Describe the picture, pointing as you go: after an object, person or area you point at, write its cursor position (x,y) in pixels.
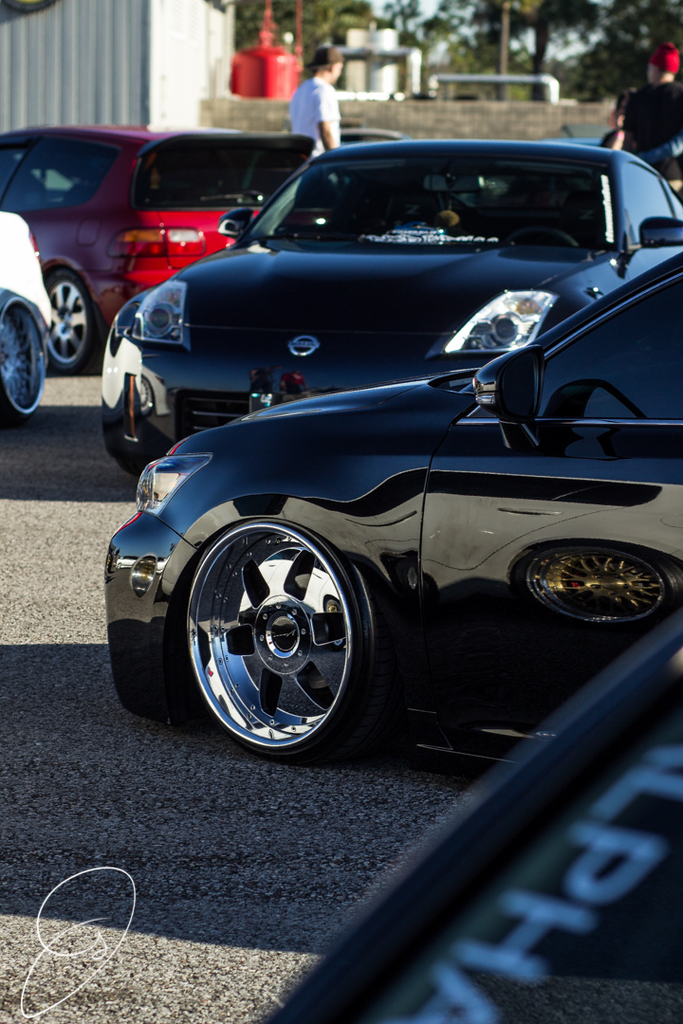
This image is taken outdoors. At the bottom of the image (163,928) there is a road (96,656). In this image a few cars (489,878) are parked on the road (14,438). In the background (682,104) two men (659,84) are walking on the road (195,954) and there is a machinery (402,81). There are a few trees (292,28) and a cabin (107,22).
